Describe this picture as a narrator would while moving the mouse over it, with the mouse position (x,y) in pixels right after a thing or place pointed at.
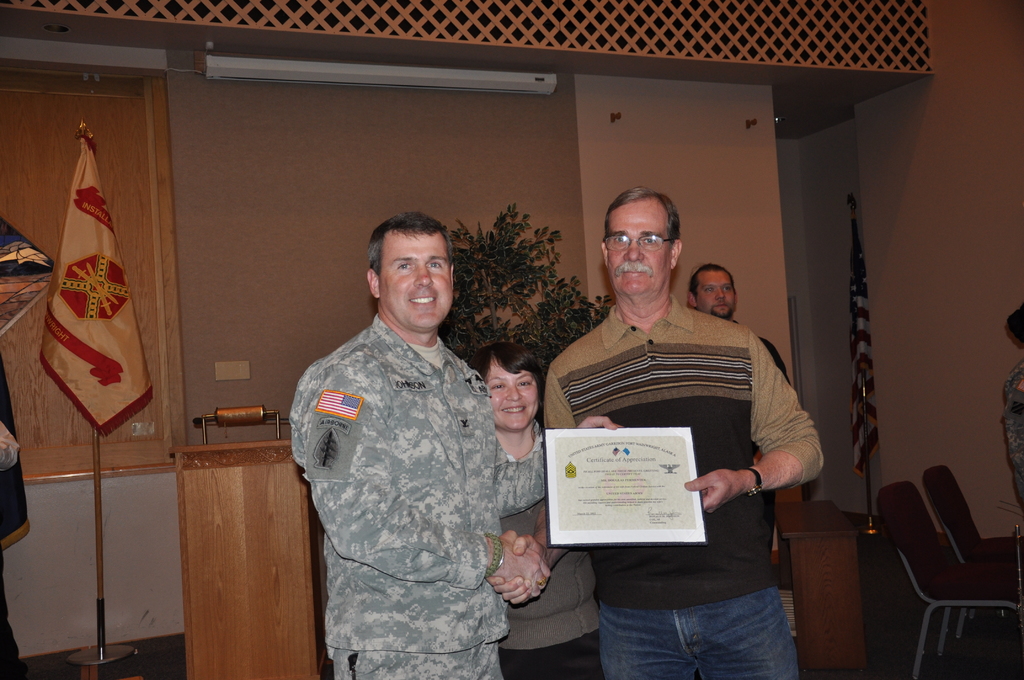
This image is taken indoors. In the background (958,293) there is a wall (958,293). There is a plant (531,257), there is a podium (258,451) and a flag (68,252) on the floor (172,673). In the middle of the image (561,386) two men (692,411) and a woman (505,498) are standing on the floor (982,657) and a man (703,419) is holding a certificate (648,471) in his hand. On the right side of the image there are two empty chairs (959,581) and there is a flag (866,373) and a man (721,288) is standing on the floor (981,671).
